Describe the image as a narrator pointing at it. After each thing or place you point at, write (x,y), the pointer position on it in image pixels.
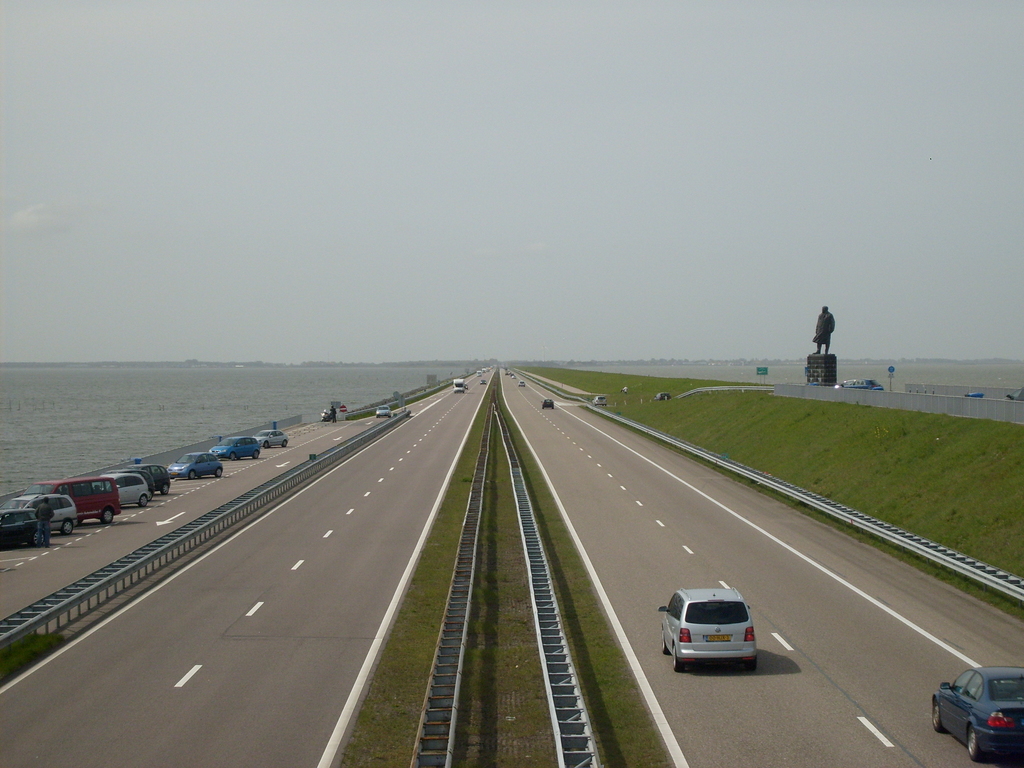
As we can see in the image there is grass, water (191,412), cars (701,627), statue (816,365) and at the top (516,134) there is sky (516,134).
